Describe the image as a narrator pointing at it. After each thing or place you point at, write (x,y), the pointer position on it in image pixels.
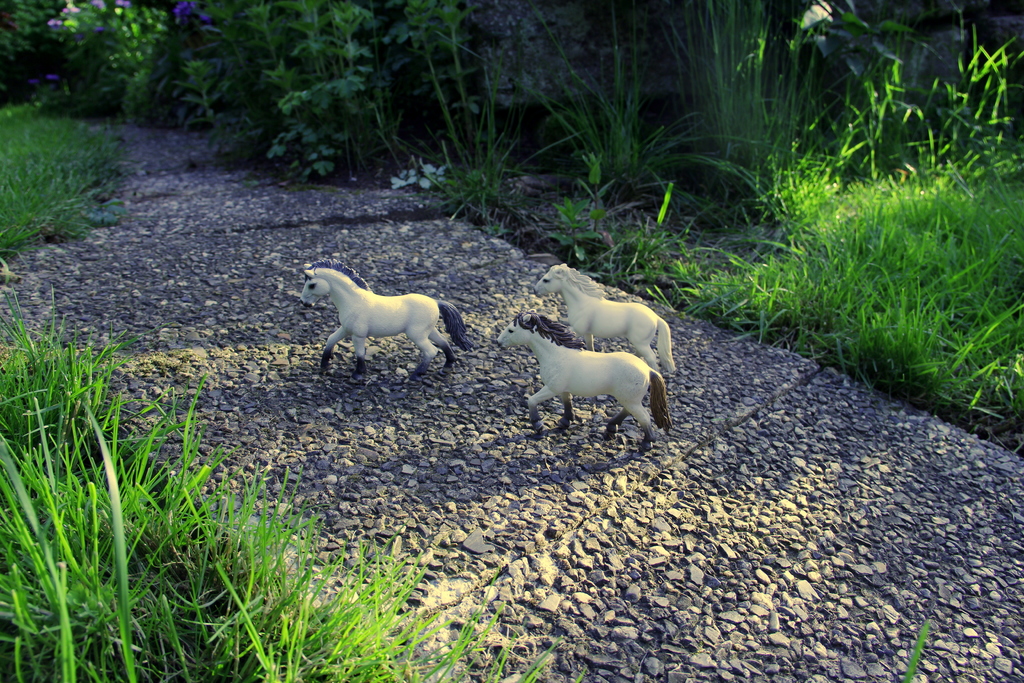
This picture is taken from outside of the city and it is sunny. In this image, in the middle (672,424), we can see three toy horses (321,355) which are on the land (427,392). On the right side (741,279), we can see some plants (907,168) with some grass (831,284). On the left side (336,63), we can see some plants (17,215), at the bottom (720,560), we can see a land (320,450) with some stones (206,307).
